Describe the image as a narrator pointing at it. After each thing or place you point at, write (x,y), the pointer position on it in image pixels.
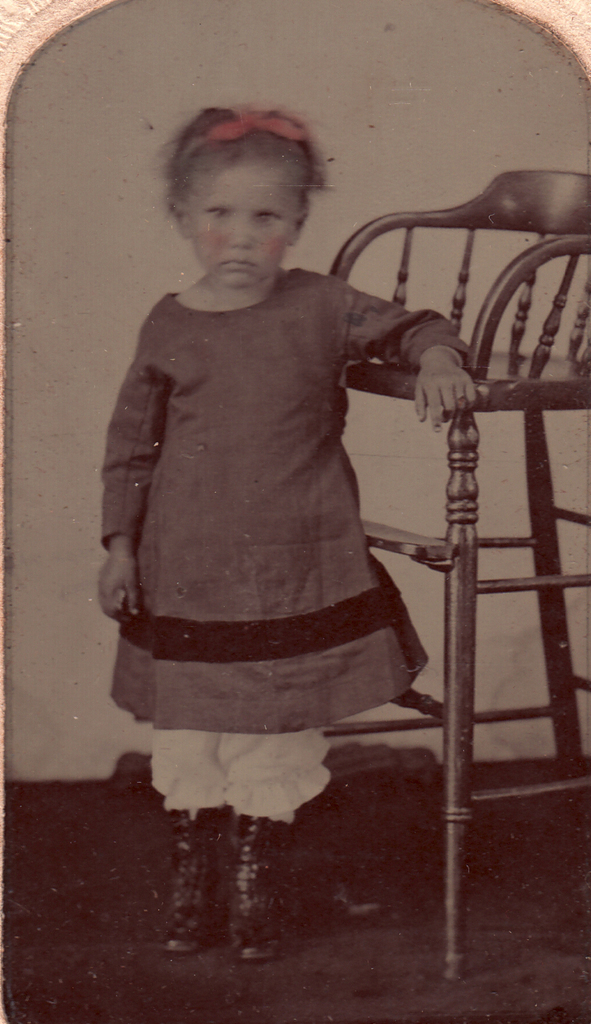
This picture looking like photo we can see this kid (176,437) standing and we can see chair (409,537) on the floor (488,936). On the background (270,94) we can see wall (352,70).
